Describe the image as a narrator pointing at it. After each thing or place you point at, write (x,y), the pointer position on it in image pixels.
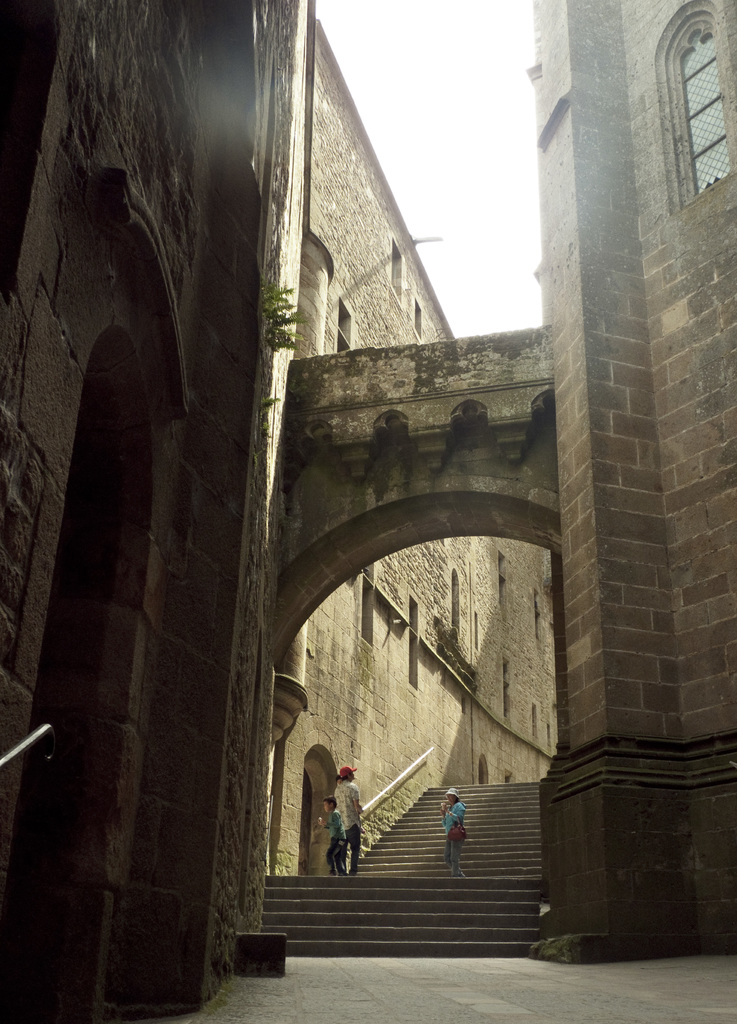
Here in this picture we can see buildings (450,626) present on either side and in the middle (342,584) we can see a arch (284,528) and below that we can see steps (463,853) present over there and we can see people (347,823) standing over there and we can also see windows (680,129) on the buildings (574,267) here and there.
